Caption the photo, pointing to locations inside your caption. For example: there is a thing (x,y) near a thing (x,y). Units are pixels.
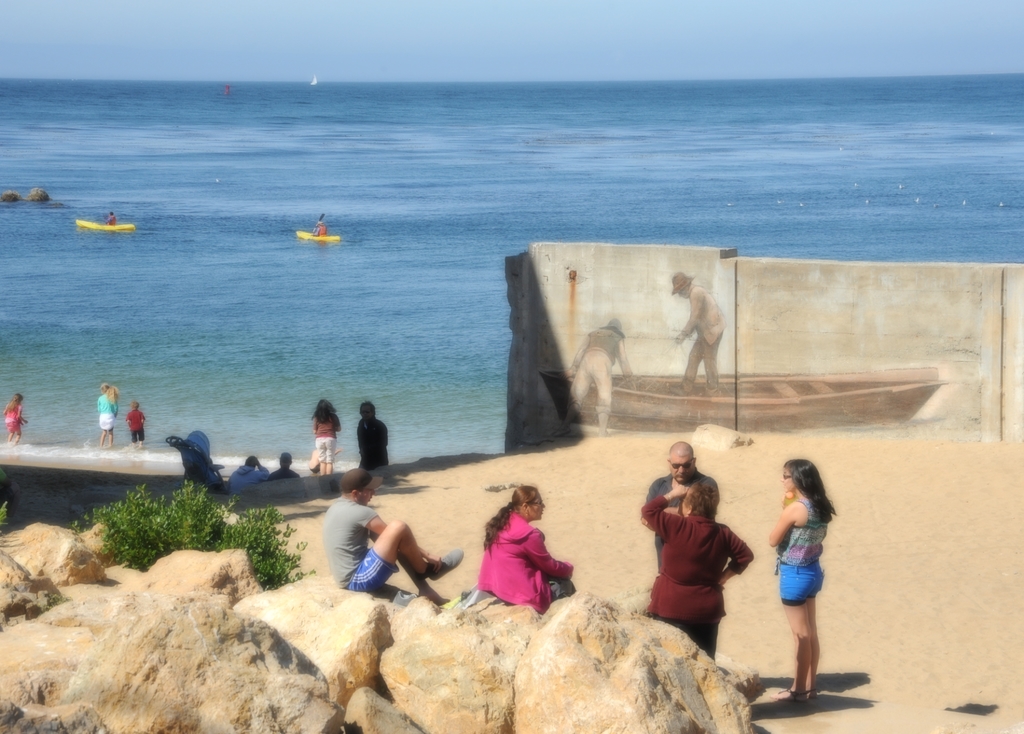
In this image at the bottom (600,609) there is a sand (917,638) and some rocks (179,584) and plants (165,541), and also there are some people (700,486) some of them are sitting and some of them are standing and talking. On the right side (744,357) there is a wall (658,382), on the wall (626,388) there is some painting (700,347) and in the background (403,140) there is a beach (191,210). In that beach (151,242) there are some boats (105,229) and some people (367,453) are standing near the beach (67,428).
